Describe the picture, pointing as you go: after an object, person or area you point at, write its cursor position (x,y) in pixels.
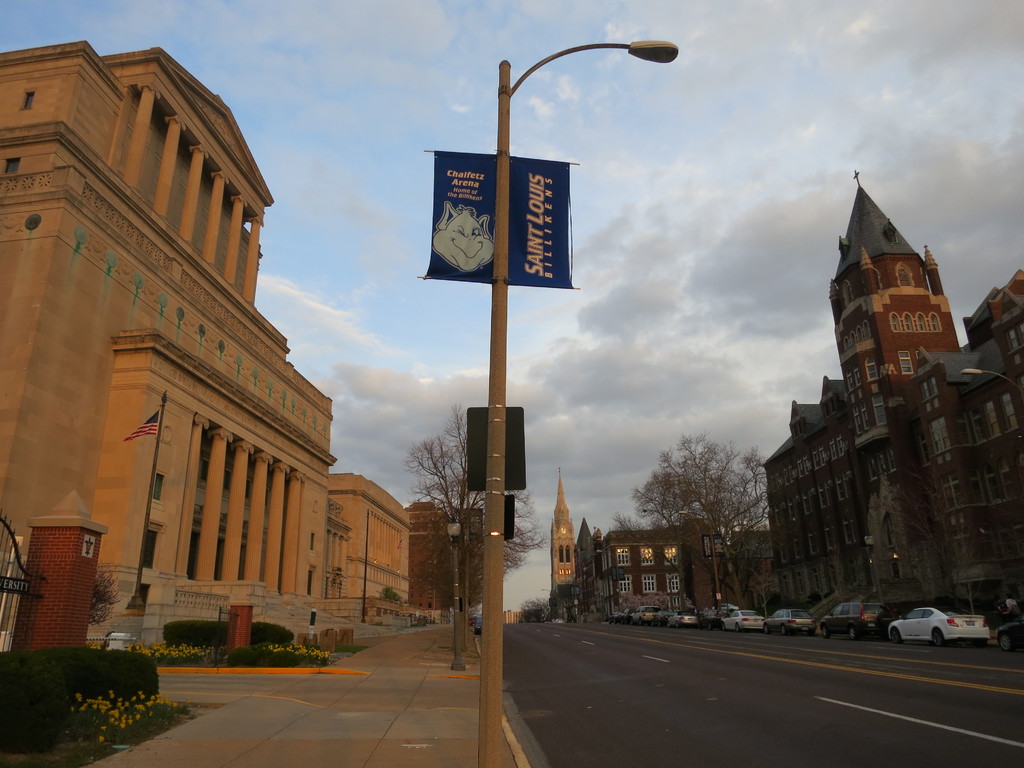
In this picture I can see vehicles (926,627) on the road (694,648), there are buildings (312,575), plants (26,688), trees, poles (480,736), lights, boards (525,169), and in the background (724,298) there is sky (671,252).
